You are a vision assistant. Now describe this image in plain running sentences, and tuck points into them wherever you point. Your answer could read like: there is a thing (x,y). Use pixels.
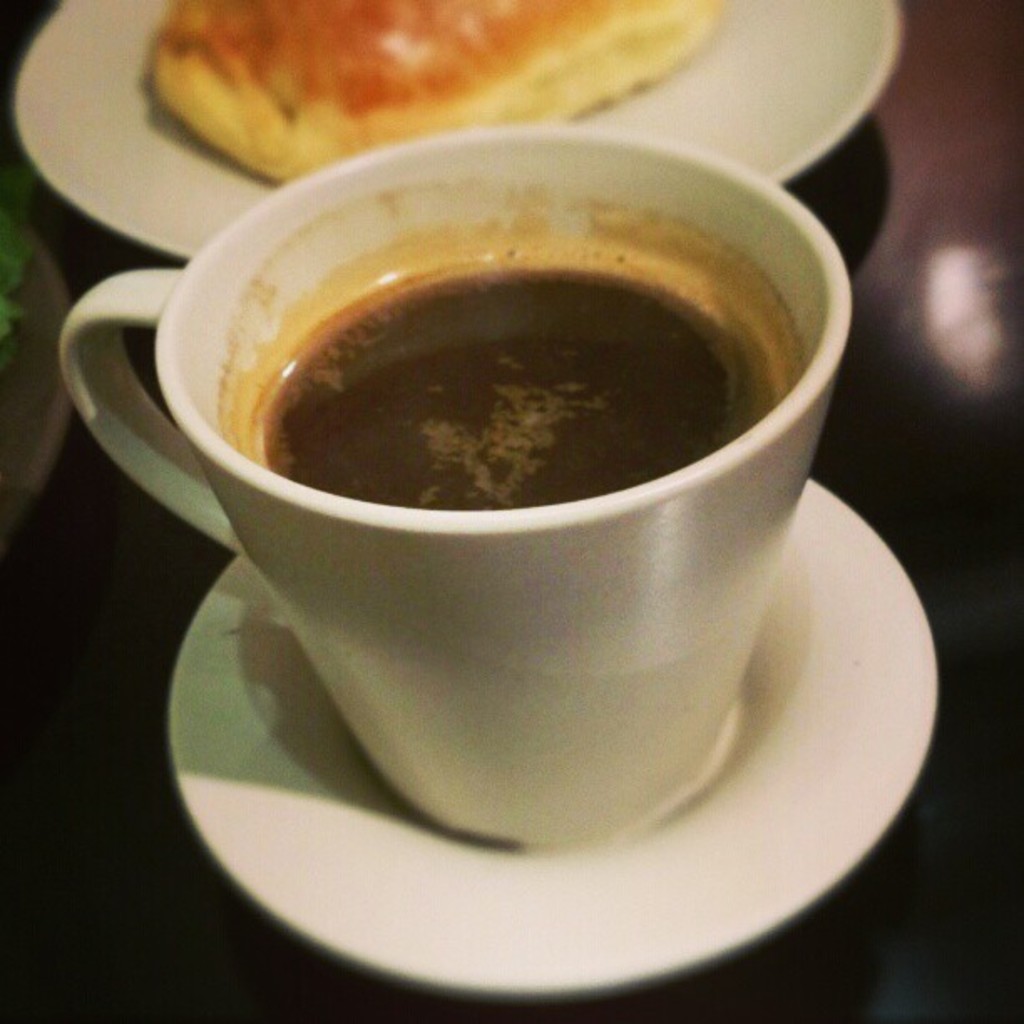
In this image there is a table (874,329) and we can see a plate (727,139), cup (579,841), saucer (535,864), coffee (594,487) and a snack item (513,53) placed on the table (1022,673).
